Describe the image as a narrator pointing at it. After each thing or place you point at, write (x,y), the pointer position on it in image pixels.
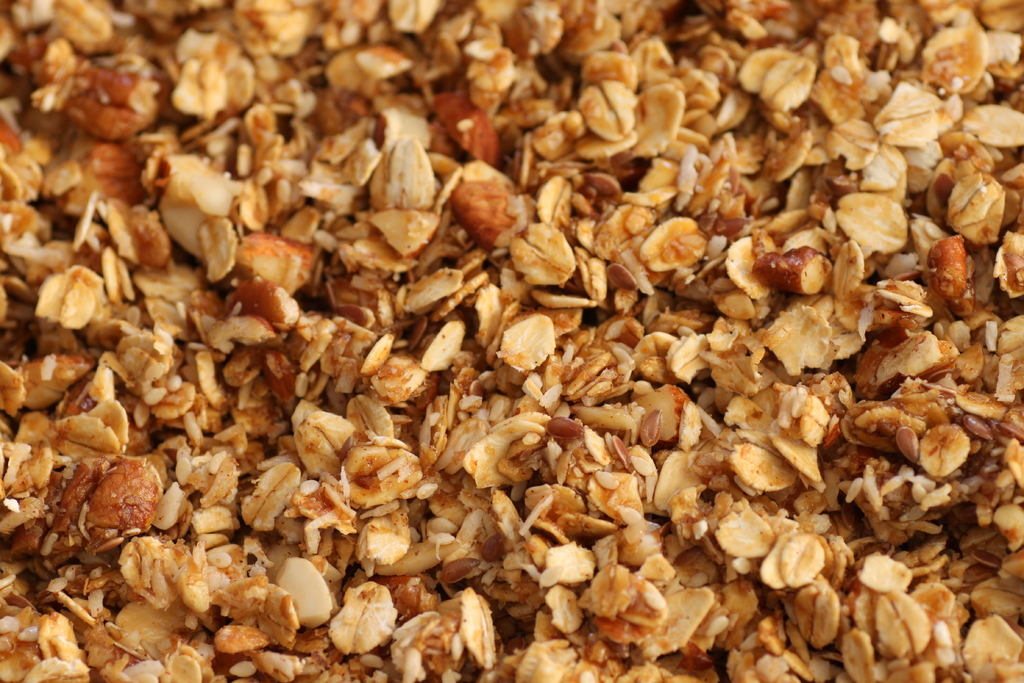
This image contains some food (564,273).
